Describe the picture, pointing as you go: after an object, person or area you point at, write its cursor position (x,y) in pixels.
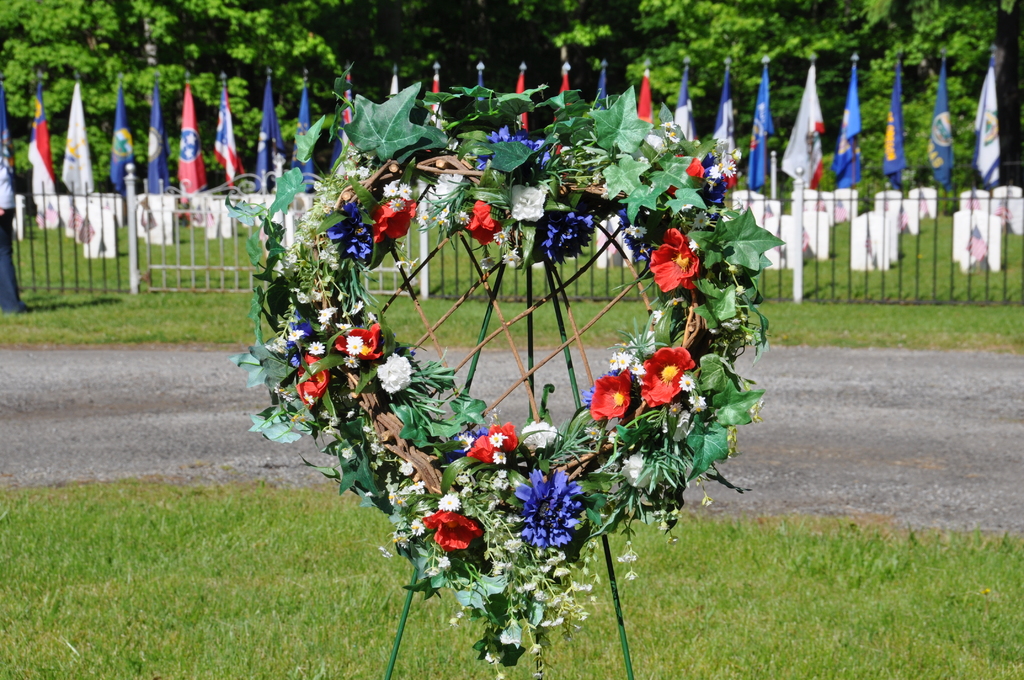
In this picture there is a garland (628,532) on the stand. At the back (977,147) there are flags (84,176) behind the railing (219,221) and there are tombstones (991,242) behind the railing (934,263) and there are trees (470,2). On the left side of the image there is a person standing at the railing (131,289). At the bottom (241,589) there is grass (226,531) and there is a road (180,423).
